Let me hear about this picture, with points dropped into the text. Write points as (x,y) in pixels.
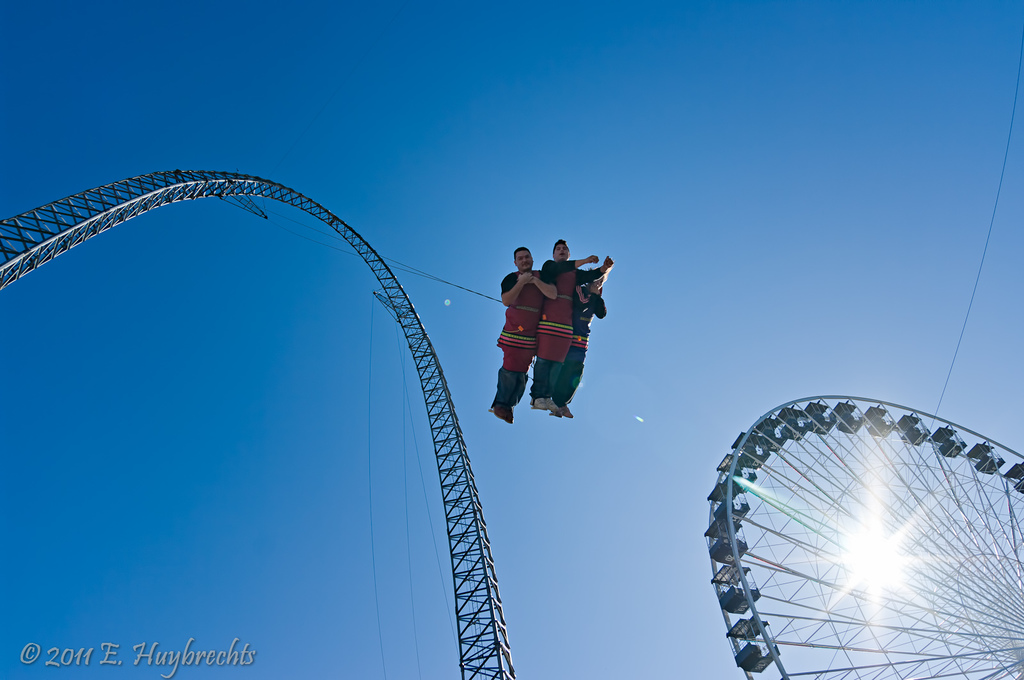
In this picture we can see three friends (573,322) hanging from the roller coaster (386,281). Beside there is a round giant wheel (1008,669). On the top (757,120) we can see the sky (389,443).
